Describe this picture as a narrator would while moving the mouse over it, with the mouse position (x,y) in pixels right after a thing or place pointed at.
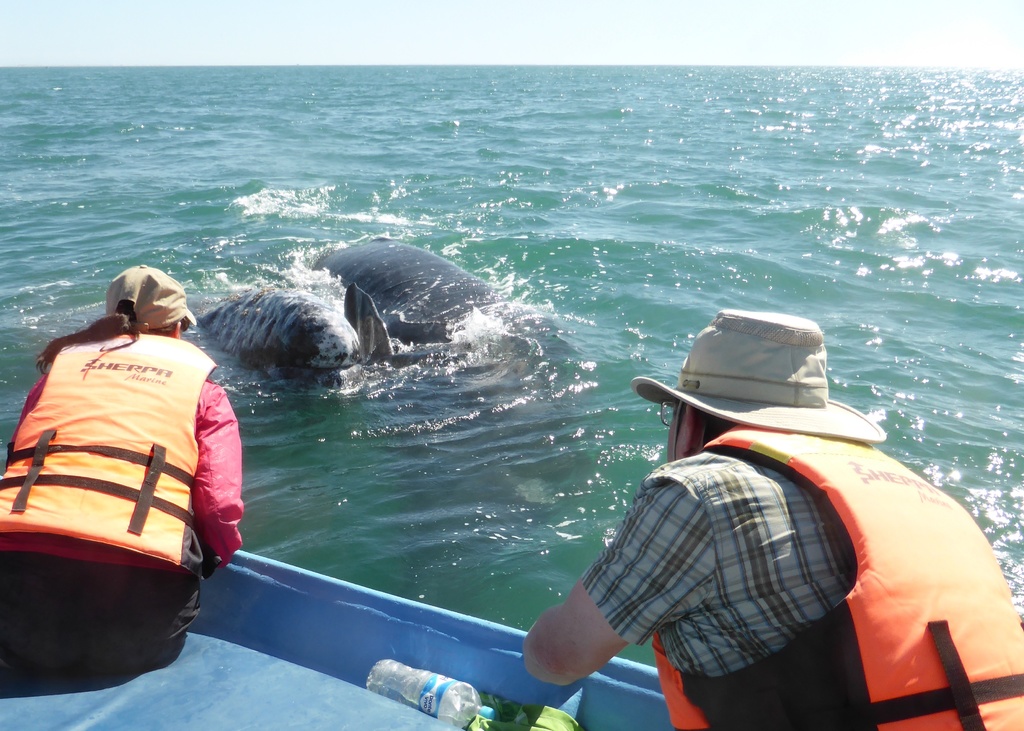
In this image we can see a man (668,578) and a woman (126,520) sitting in a boat (293,635). We can also see a bottle (490,713) inside the boat (263,683). In the center of the image (348,271) we can see an animal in a large water body (480,336). On the backside (362,54) we can see the sky (377,52) which looks clear.
